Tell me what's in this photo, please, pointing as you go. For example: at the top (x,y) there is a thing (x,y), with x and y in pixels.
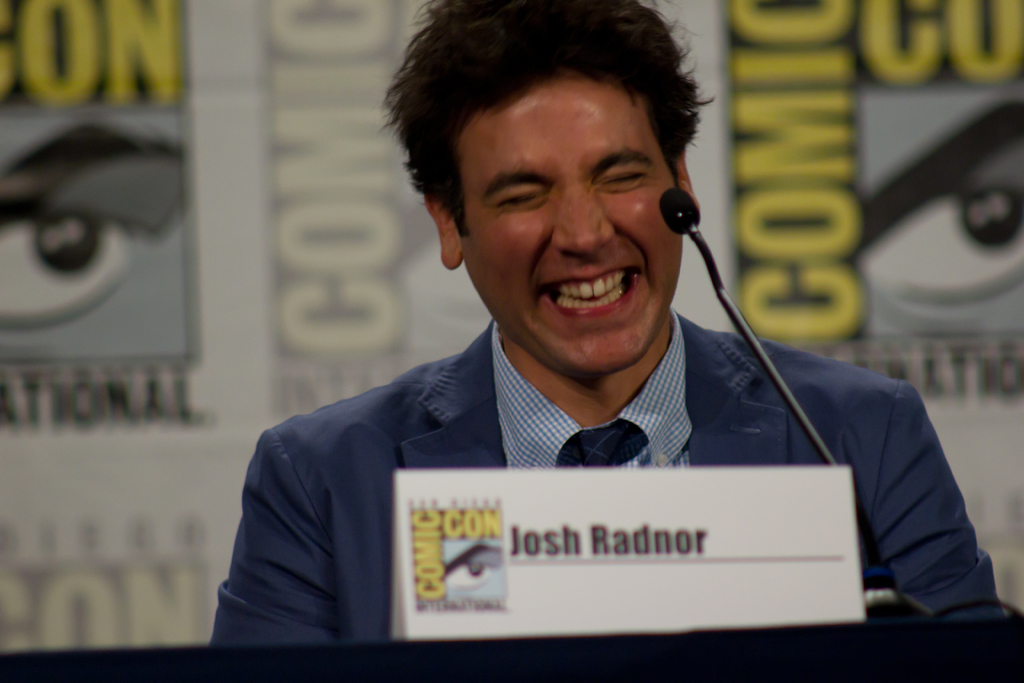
In this image there is a person (491,384) seated on a chair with a smile on his face (472,200), in front of the person (689,363) there is a mic (734,318) and name board (587,554), behind the person (458,260) there is a banner (387,358).
